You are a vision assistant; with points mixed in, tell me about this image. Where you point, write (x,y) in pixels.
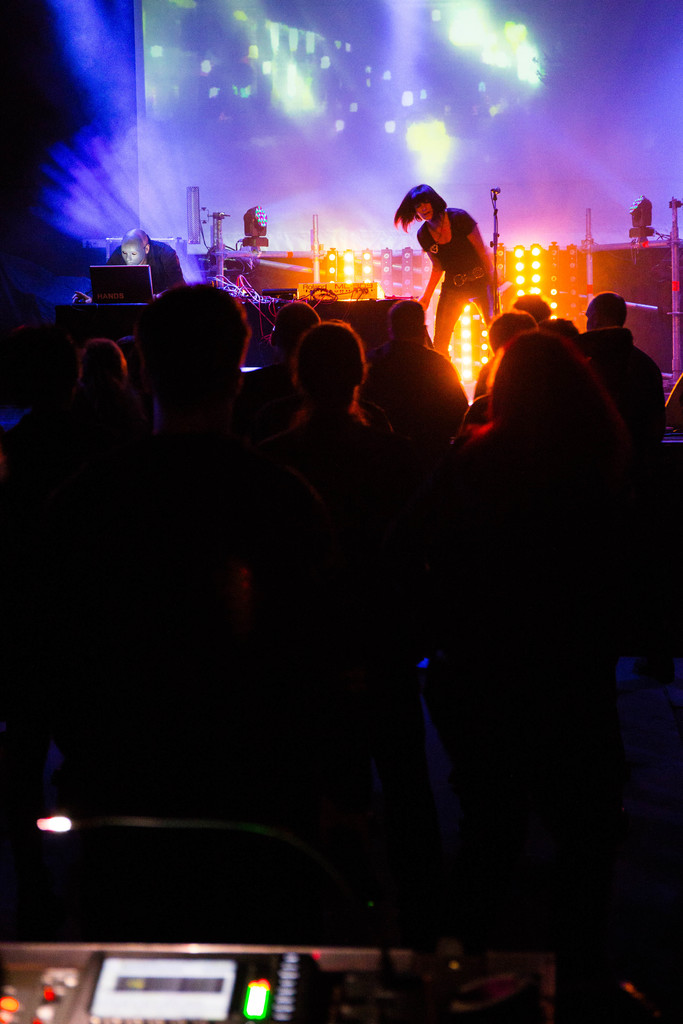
At the bottom of this image (226,958), there are electronic devices (318,965) arranged. In the background (644,375), there are persons (613,674) on the floor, there are persons (136,233), musical instruments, lights (261,242) and other objects (677,369).
